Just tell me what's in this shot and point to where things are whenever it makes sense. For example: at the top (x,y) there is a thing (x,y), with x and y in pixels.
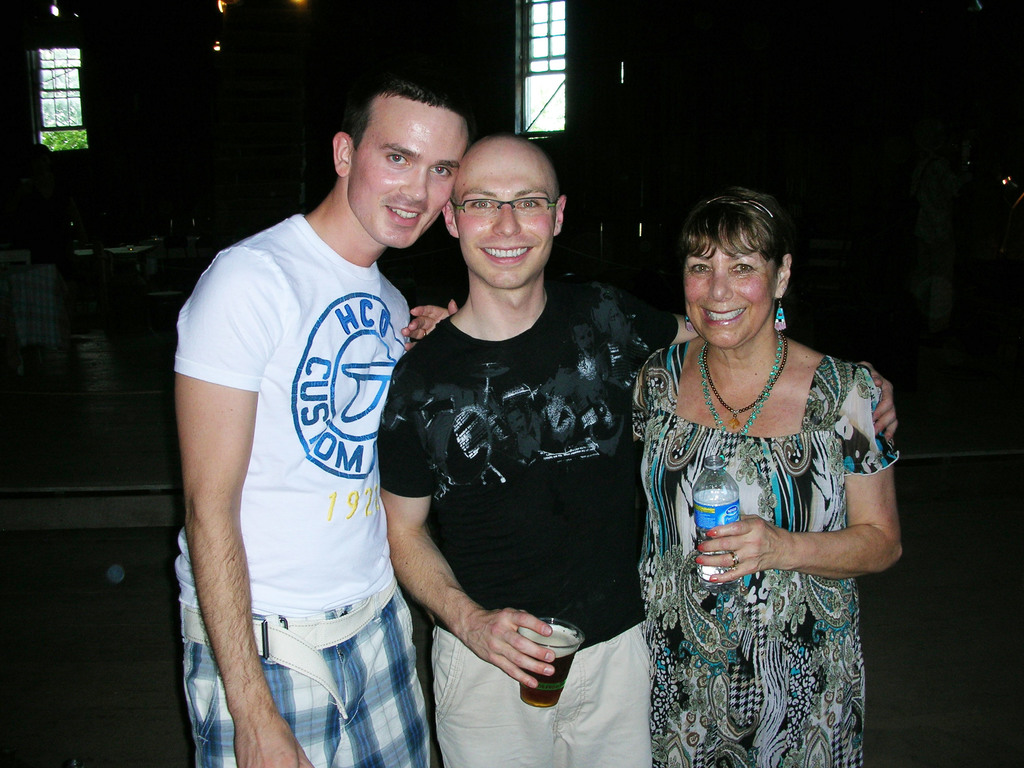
In this image in the middle (581,387) there is a man (567,424), he wears a t shirt (511,537), trouser (468,740), he is holding a glass (546,645). On the right (804,504) there is a woman (786,407), she wears a dress (795,519), she is holding a bottle (708,540). On the left (261,601) there is a man (322,565), he wears a t shirt (315,529), trouser (358,666), he is smiling. In the background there are windows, lights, floor (89,662).
